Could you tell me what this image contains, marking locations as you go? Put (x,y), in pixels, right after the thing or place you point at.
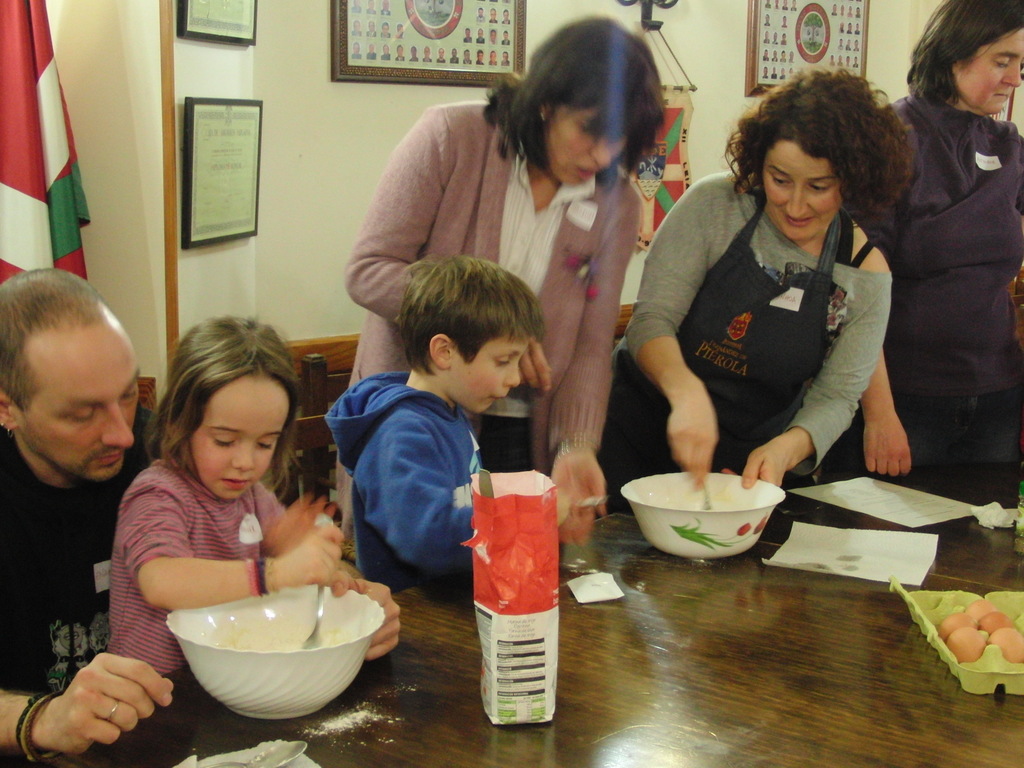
In the center of the image (518,379) there are persons (742,358) at the table (648,553). On the table (770,526) we can see bowls (676,532), spoons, papers (826,547) and eggs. In the background (892,61) we can see photo frames (421,82), flag (17,149) and wall (302,133).
